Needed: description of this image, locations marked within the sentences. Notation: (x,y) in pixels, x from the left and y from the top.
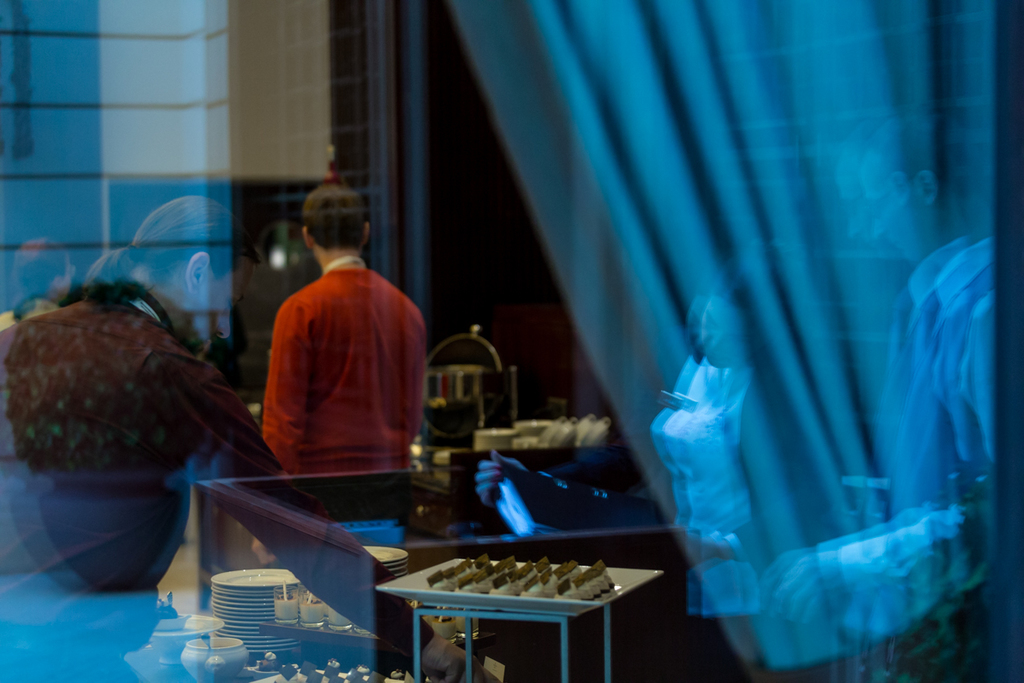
This is an edited image. In this image we can see people (291,349) standing. There are plates (261,591), cups (319,607) and other objects (176,629). In the background of the image (85,115) there is wall (90,134).
